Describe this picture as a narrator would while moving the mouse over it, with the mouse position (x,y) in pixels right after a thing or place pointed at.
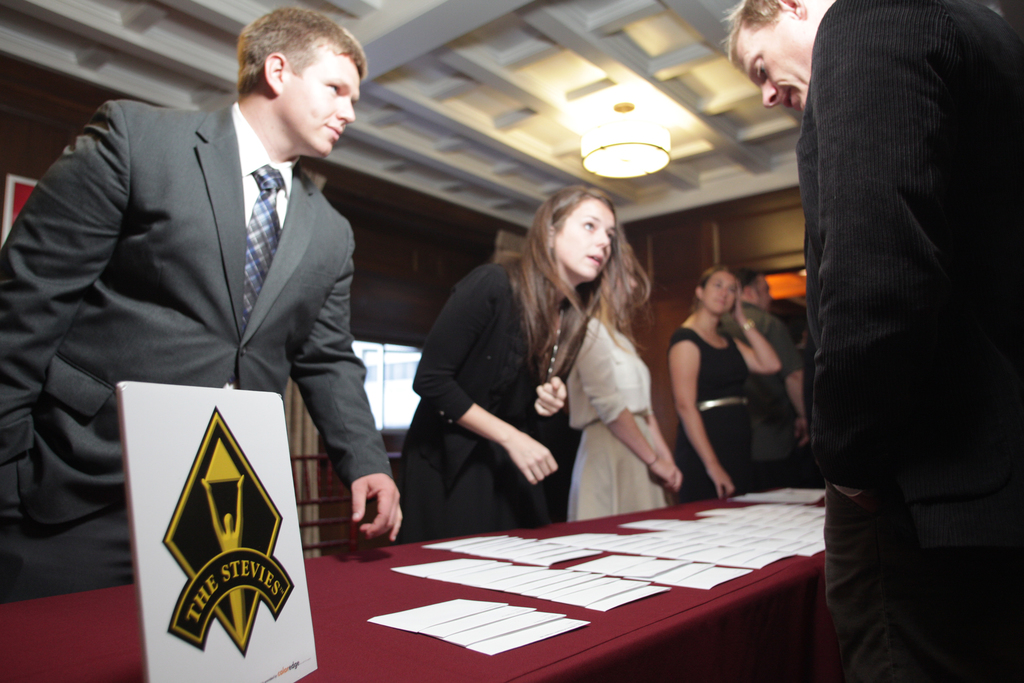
In this image we can see people (728,306) standing in front of the red color table (712,628) and on the table (647,609) we can see papers (635,584) and also name board (196,589). At the top (538,82) there is roof (491,101) for shelter. Light (620,139) is also visible.
